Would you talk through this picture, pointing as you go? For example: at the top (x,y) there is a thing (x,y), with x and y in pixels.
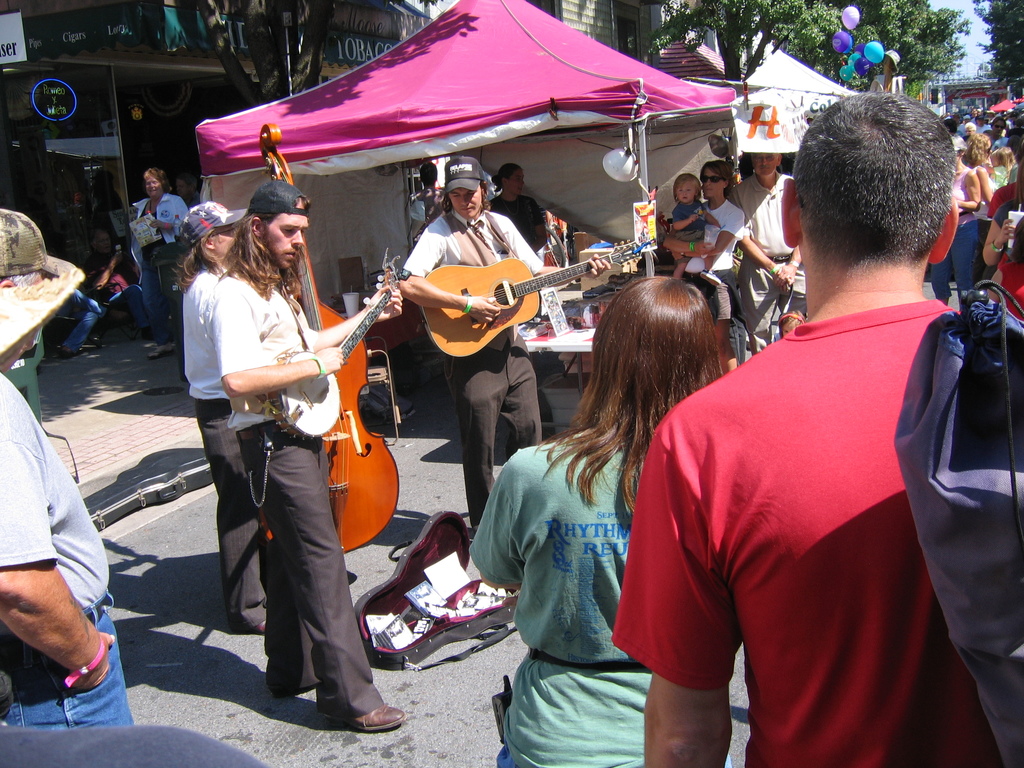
It is an open area (444,396) there is some event going on, the three people (439,285) are playing instruments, behind there is a stall (575,142), there is a lot of crowd (962,205), in the background (215,22) there are some other shops (641,36) and a tree (678,39).
